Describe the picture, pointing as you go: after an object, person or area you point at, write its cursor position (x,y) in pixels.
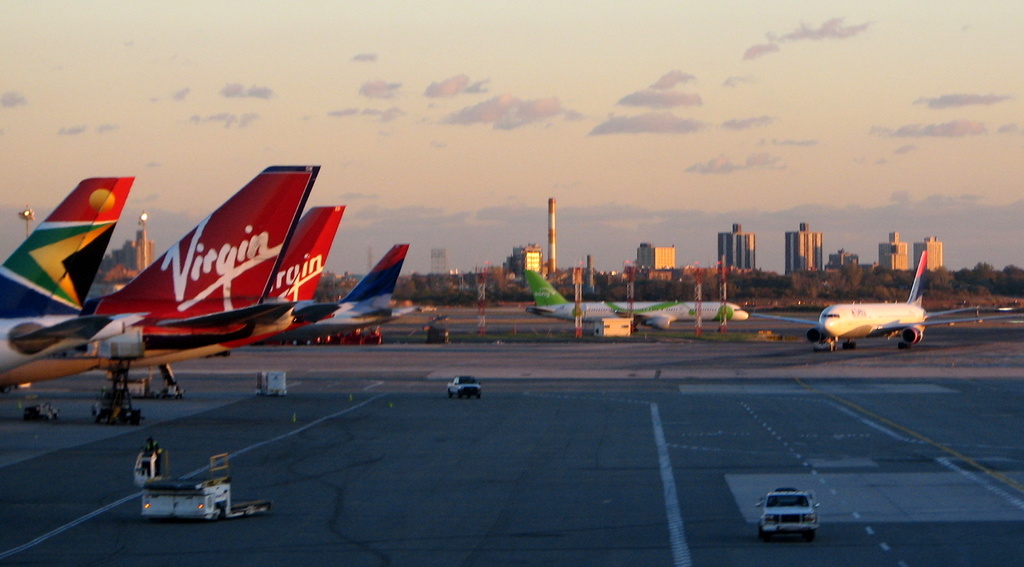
In this picture I can see airplanes (334,224) and vehicles (186,484) on the runway (737,421), there are buildings (746,259), trees (795,276), and in the background (800,141) there is the sky (654,131).
